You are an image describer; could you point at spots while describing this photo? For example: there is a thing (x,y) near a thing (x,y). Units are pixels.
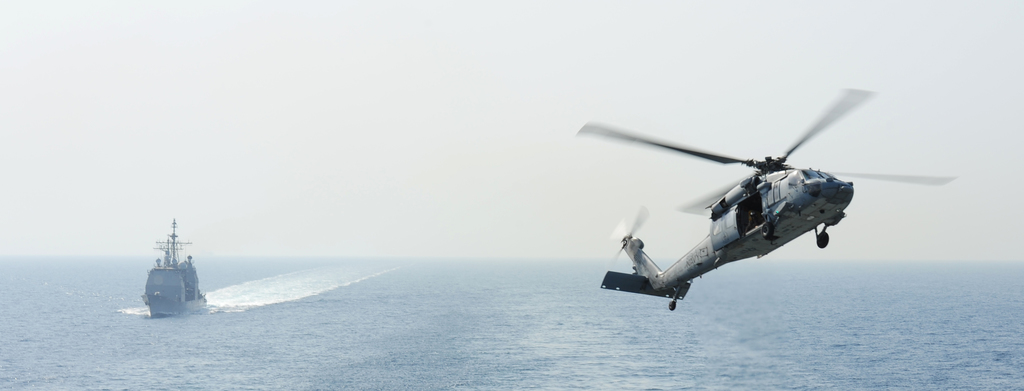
In this image there is a ship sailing in water (483,262). Right side (708,156) there is a helicopter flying in air (644,236). Top of image (851,118) there is sky (473,91).
